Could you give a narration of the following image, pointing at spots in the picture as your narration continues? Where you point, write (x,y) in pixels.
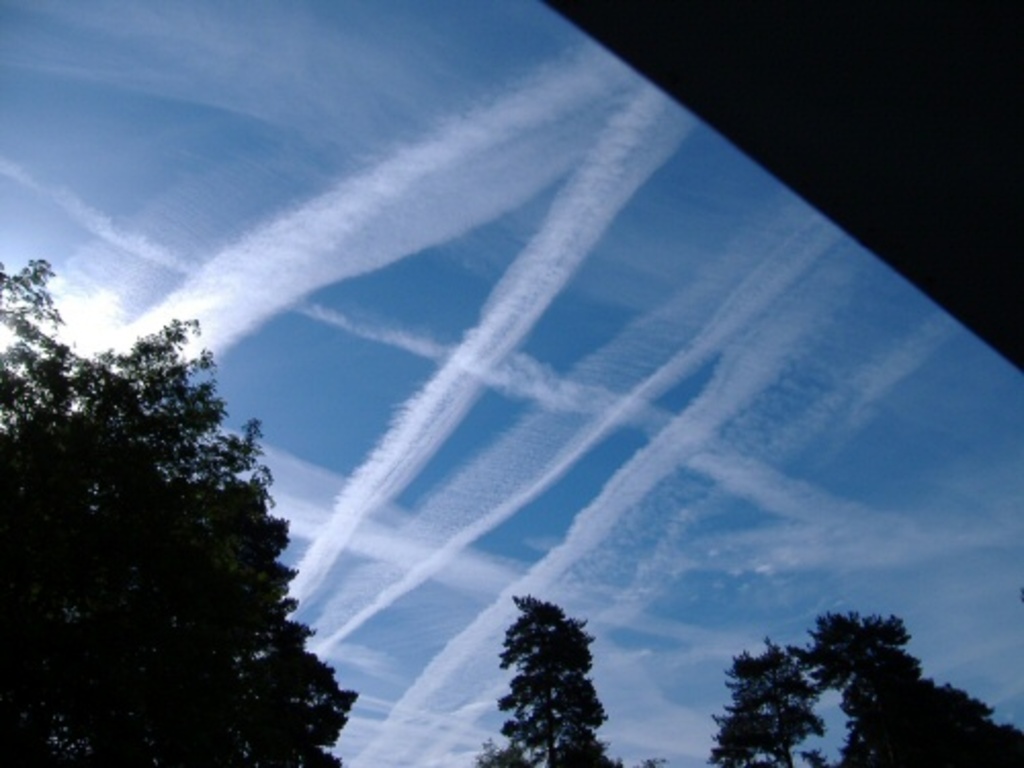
In this image we can see the clouds (544,407) in the sky (440,319). There are few trees (899,728) in the image.
